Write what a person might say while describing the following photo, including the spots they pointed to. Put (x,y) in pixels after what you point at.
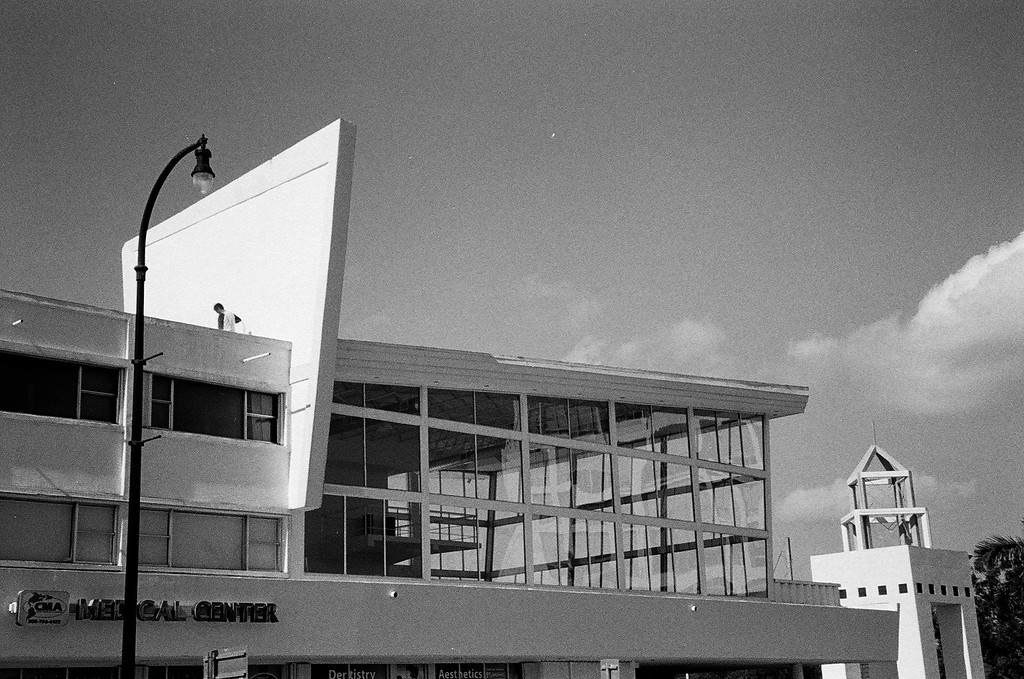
In this image I can see a building (233,241) in front of building (224,385) there is a street light pole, in the bottom right (1004,570) there is a tree (1012,570), at the top (407,100) there is the sky (435,184).
